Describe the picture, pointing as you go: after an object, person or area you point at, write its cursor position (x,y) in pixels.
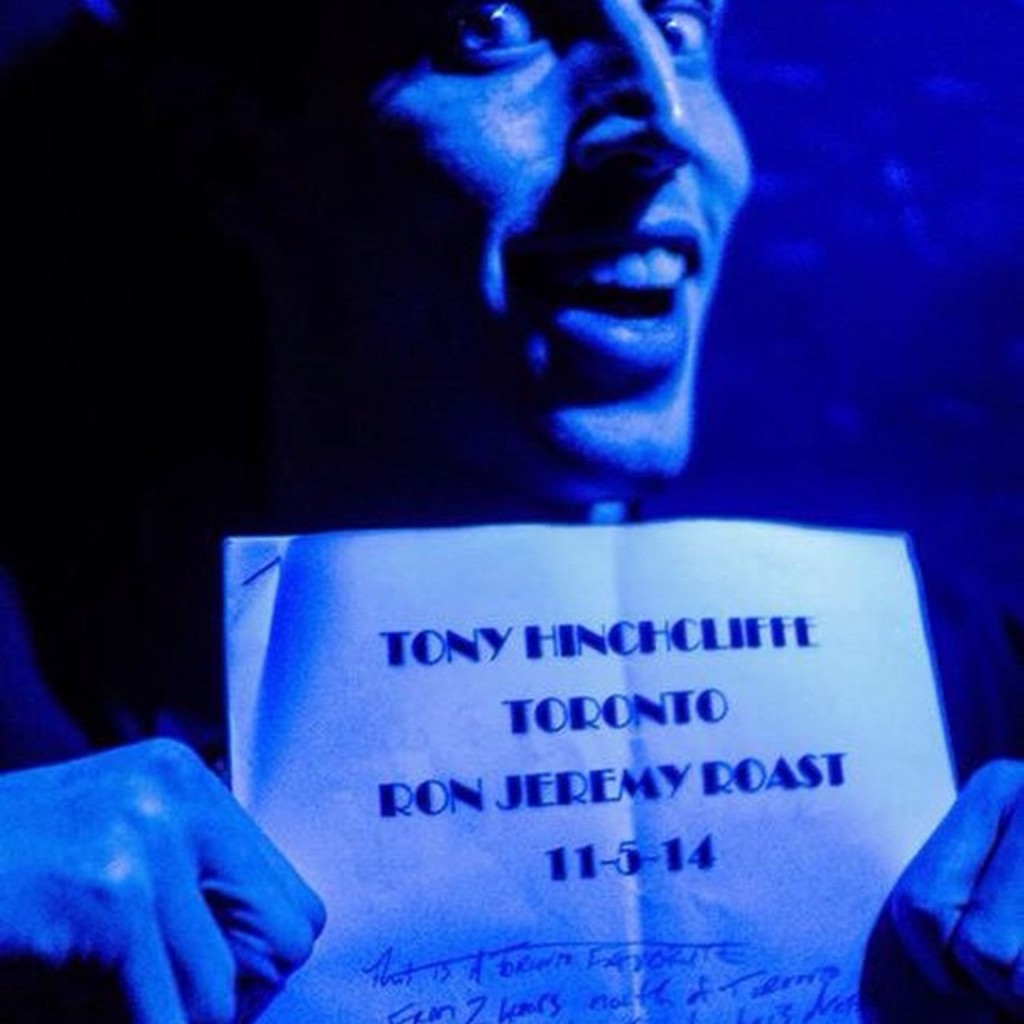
In this image we can see a person (668,386) holding a paper (374,903) and there is some text (633,810) written on the paper (662,936).
